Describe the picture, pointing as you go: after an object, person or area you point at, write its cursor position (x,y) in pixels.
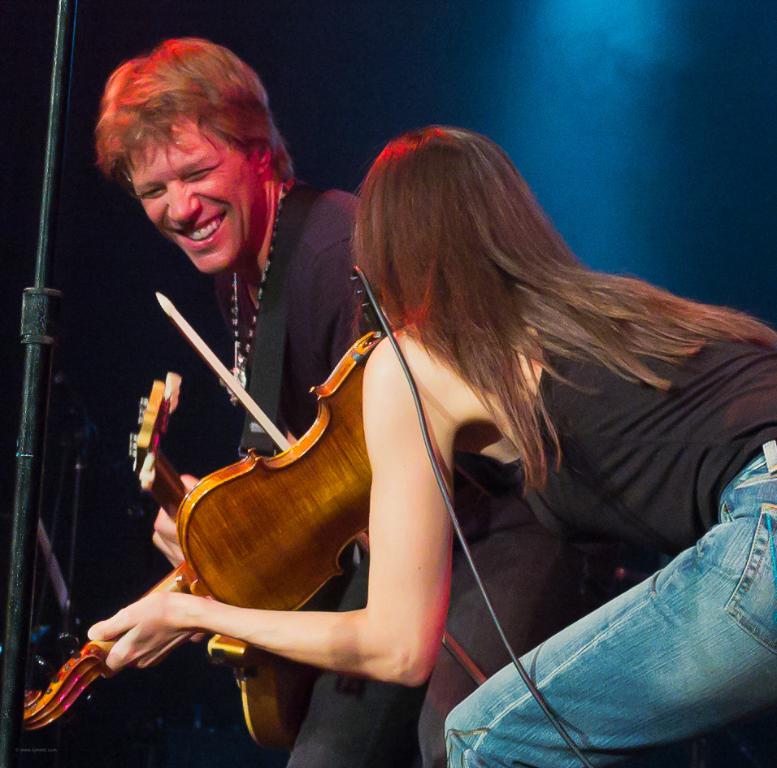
As we can see in the image there are two people (229,258) holding a guitar (171,480) and a violin (189,503) in their hands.
